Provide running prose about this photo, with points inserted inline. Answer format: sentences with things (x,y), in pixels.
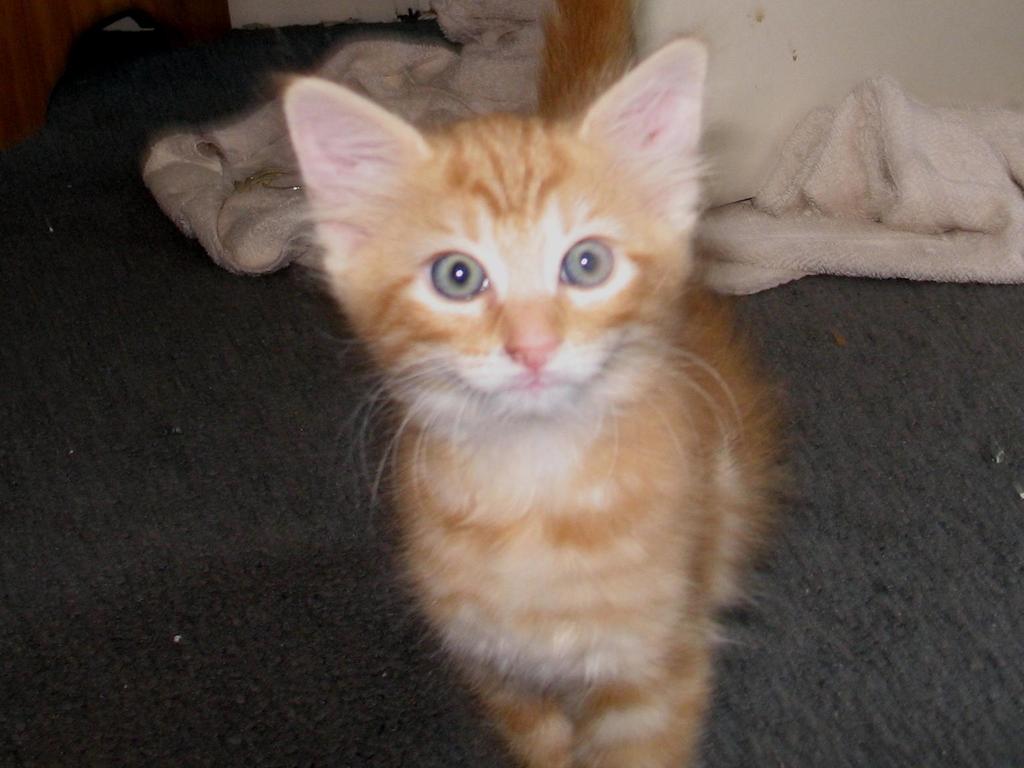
It is a cat (599,281) which is in brown color, in the right side (788,276) it's a cloth (889,182) which is in white color.
